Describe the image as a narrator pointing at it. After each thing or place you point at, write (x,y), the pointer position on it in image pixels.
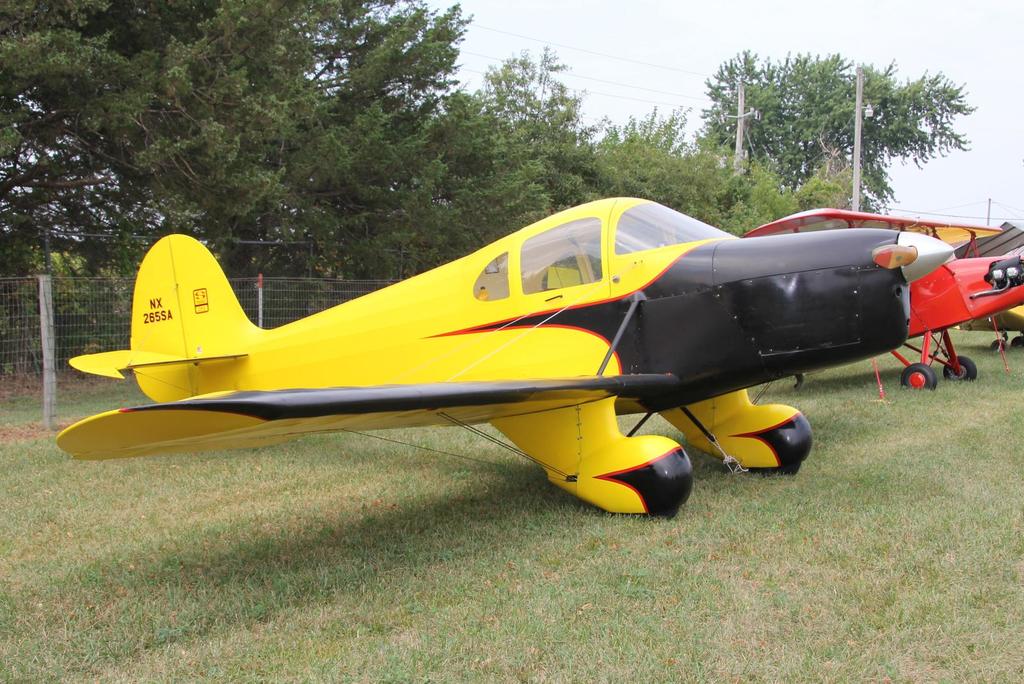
In this image we can see the airplanes (725,311) on the ground (734,501). And we can see the trees (727,196), grass (743,580), current poles (857,100), fence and sky (837,16) in the background (765,25).
